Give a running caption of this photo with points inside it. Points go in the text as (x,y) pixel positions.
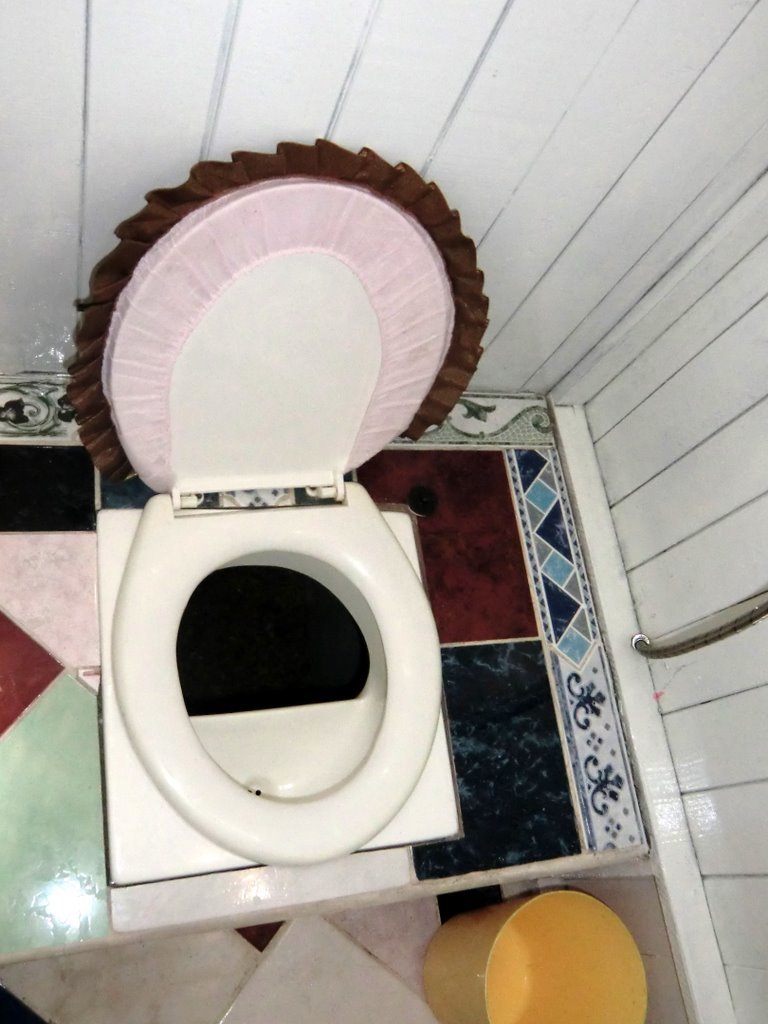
Here we can see commode (231,667) and there is a bucket (439,1002) at the bottom (591,943) and we can see tiles (641,933) and this is a pipe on the right side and this is a wall (724,733).
